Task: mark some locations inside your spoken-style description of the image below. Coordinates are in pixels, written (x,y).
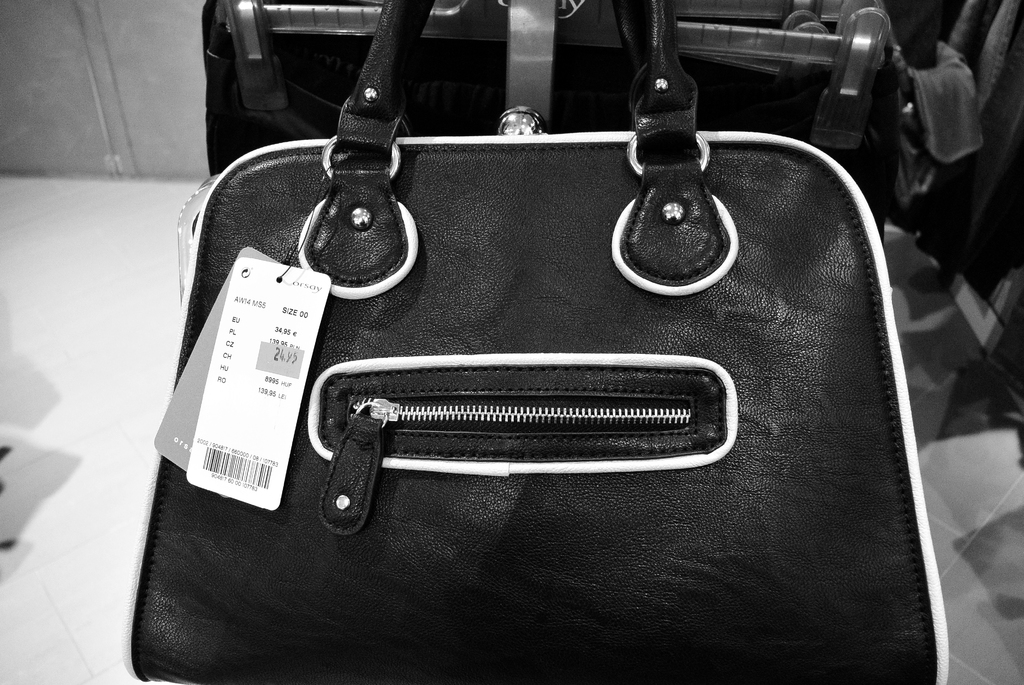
A bag (386,27) is shown in the picture. The color of the bag (338,265) is black. There is zip (372,427) in the middle (649,414) with a price tag (290,297).
